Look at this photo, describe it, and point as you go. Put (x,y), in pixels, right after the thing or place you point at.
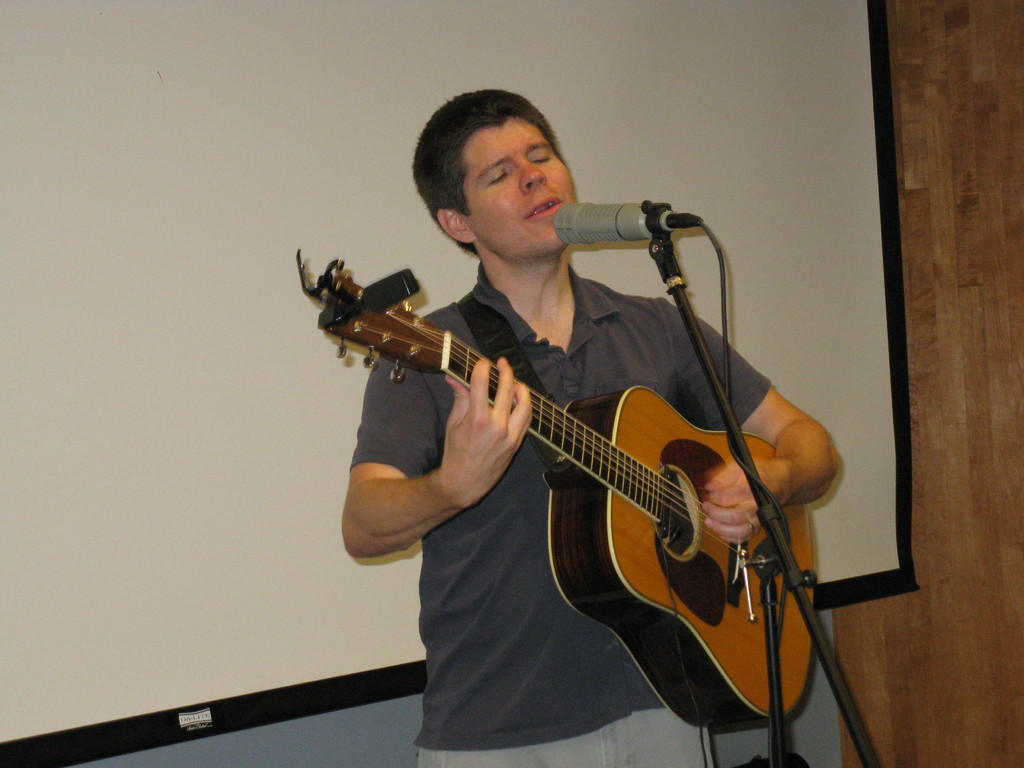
In this picture we can see a man (720,359) who is playing guitar (684,570). He is singing on the mike (598,219). On the background (246,213) there is a screen (144,346). And this is wall (949,386).
